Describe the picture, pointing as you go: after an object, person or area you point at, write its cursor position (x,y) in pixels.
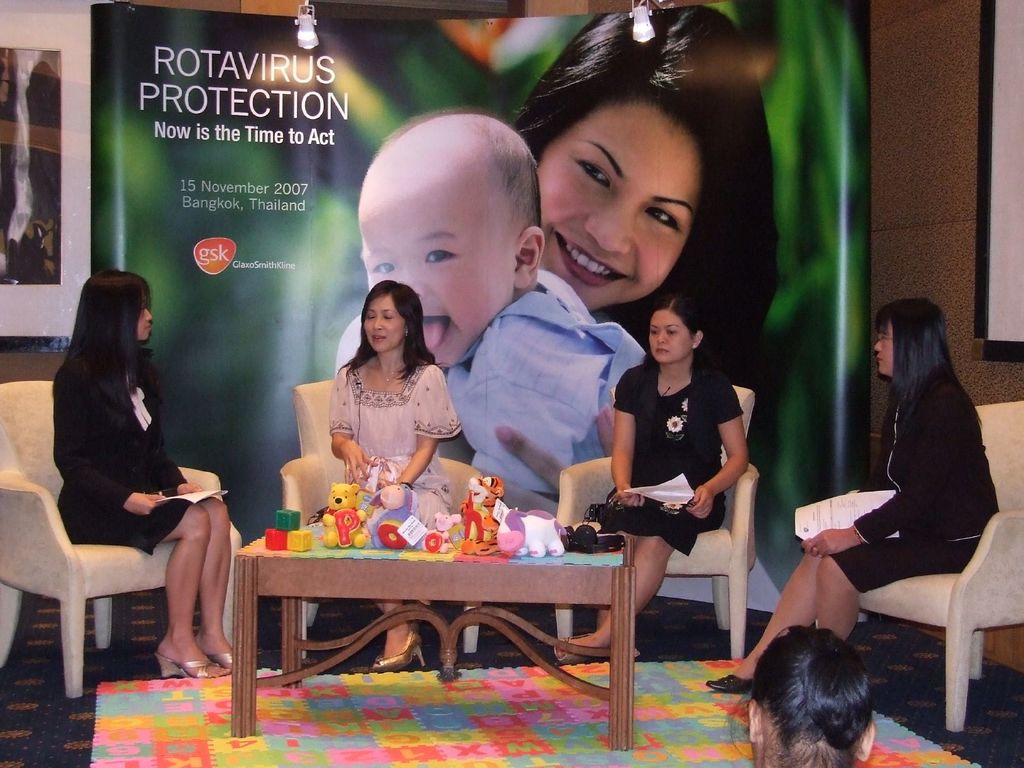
Here we see four people (413,471) seated on chairs (898,601) and we see a table (451,600) with the toys (359,487) on it and we see a poster (844,314) of a woman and a baby (511,306) on the back (557,167).
